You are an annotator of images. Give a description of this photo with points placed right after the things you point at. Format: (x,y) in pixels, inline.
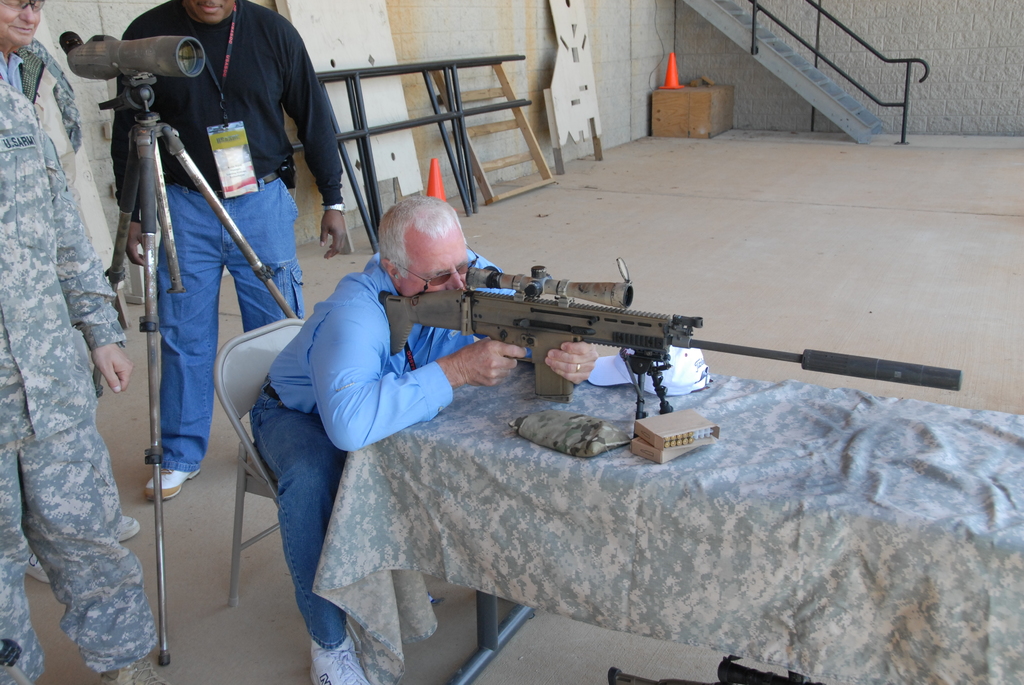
This image consists of stairs (870,48) at the top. There is a table (719,483), on that there are bullets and gun (638,411). A person (395,381) is holding that gun (497,322). There are some persons (58,198) on the left side (158,289).
